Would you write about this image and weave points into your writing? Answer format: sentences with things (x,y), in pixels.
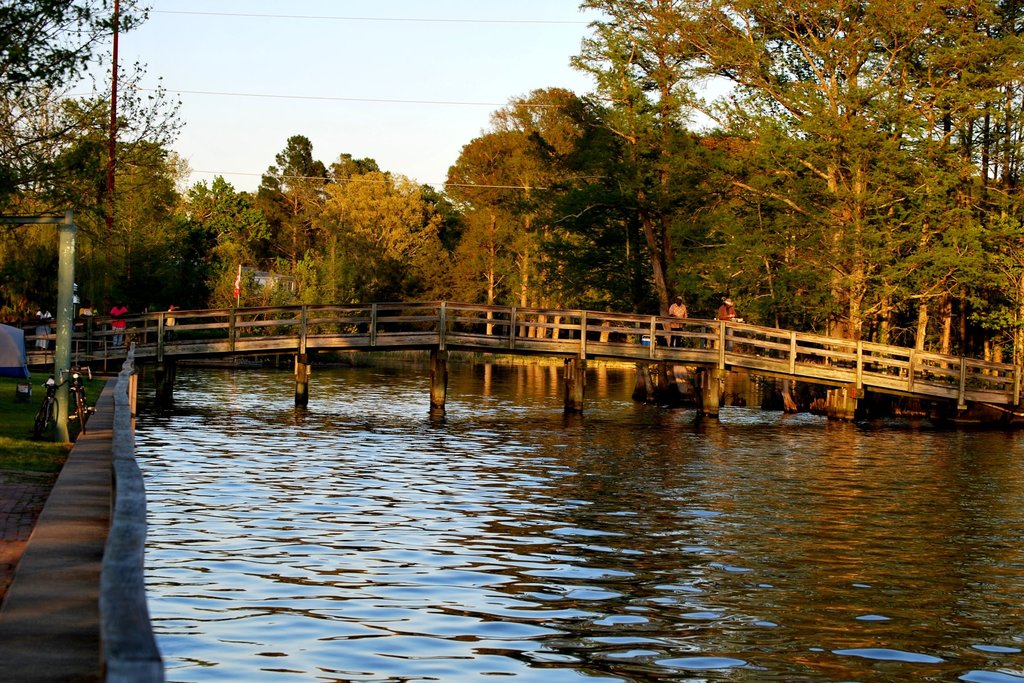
In this image I can see at the bottom (629,545) there is water (504,544) in the middle (456,318) there is a bridge (814,334) few people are standing on it. In the background (792,262) there are trees (704,262). At the top (460,110) there is the sky (435,122).
